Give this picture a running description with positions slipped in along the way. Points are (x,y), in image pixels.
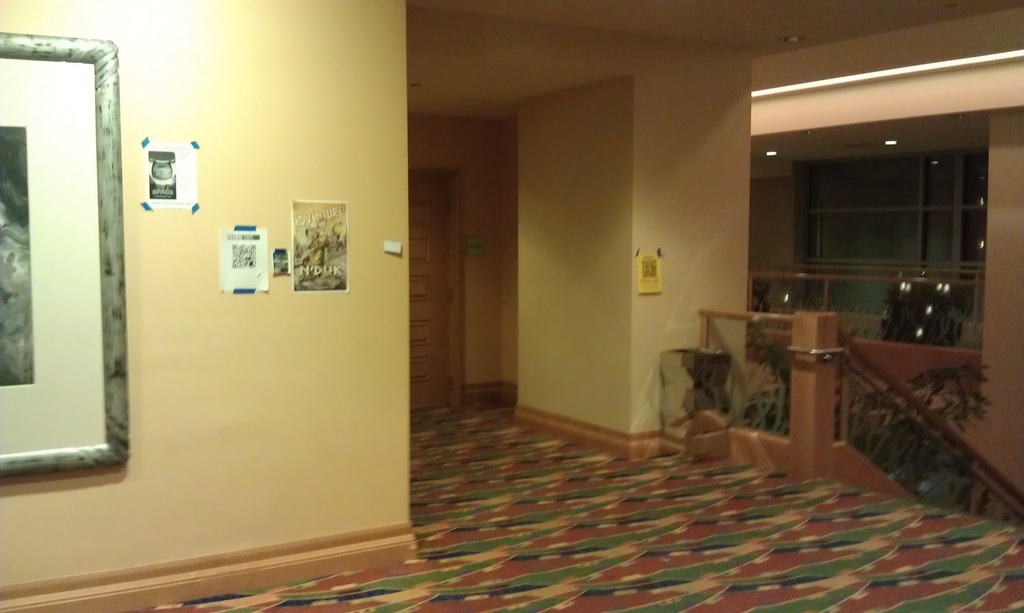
This image is taken from inside. In this image we can see there are some frames (113,232) attached to the wall (187,461). On the right side of the image (810,459) there are stairs (858,462), beside the stairs (820,413) there are some plants (965,386). In the background (452,301) there is a door (448,303) attached to the wall (702,301).
